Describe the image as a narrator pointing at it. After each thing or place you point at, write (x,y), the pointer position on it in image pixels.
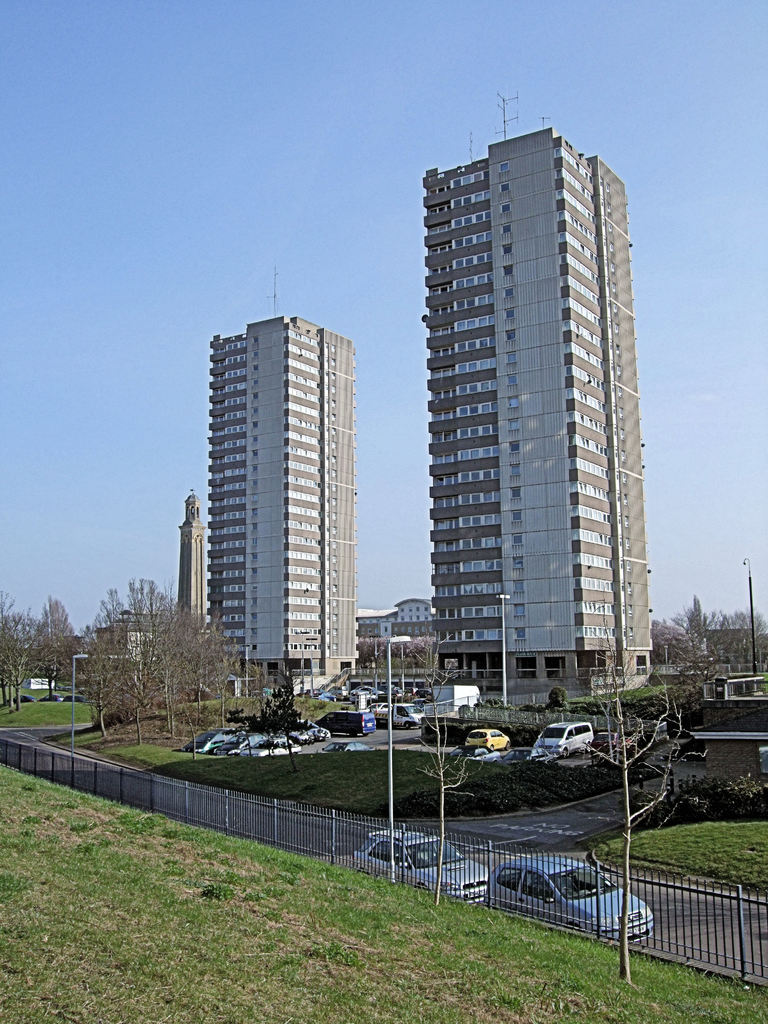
At the foreground of the image (664,924) we can see fencing (484,895), road (655,920) on which there are some vehicles (477,878) and at the background of the image (175,697) there are some trees (133,684), vehicles (341,730) which are parked, there are buildings (439,461) and clear sky (193,142).
